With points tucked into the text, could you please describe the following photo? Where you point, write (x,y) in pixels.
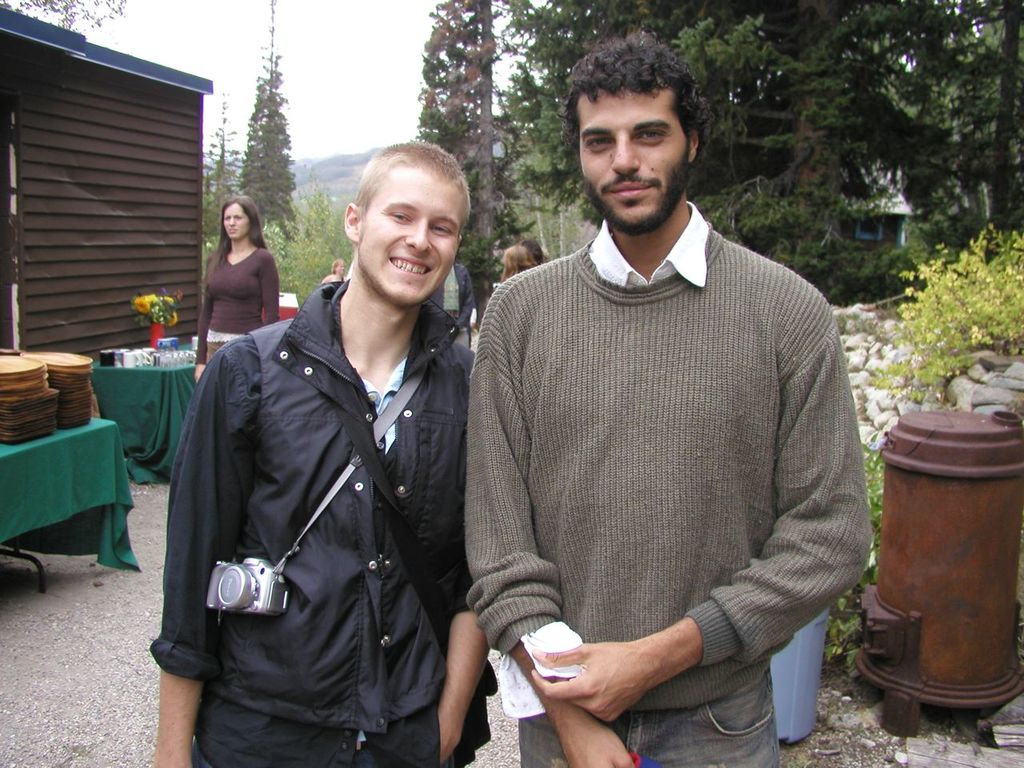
In a given image I can see a people (522,324), trees (698,6), stones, tables (146,417), flower pot (164,318), cloth (143,403) and some other objects (121,184).
